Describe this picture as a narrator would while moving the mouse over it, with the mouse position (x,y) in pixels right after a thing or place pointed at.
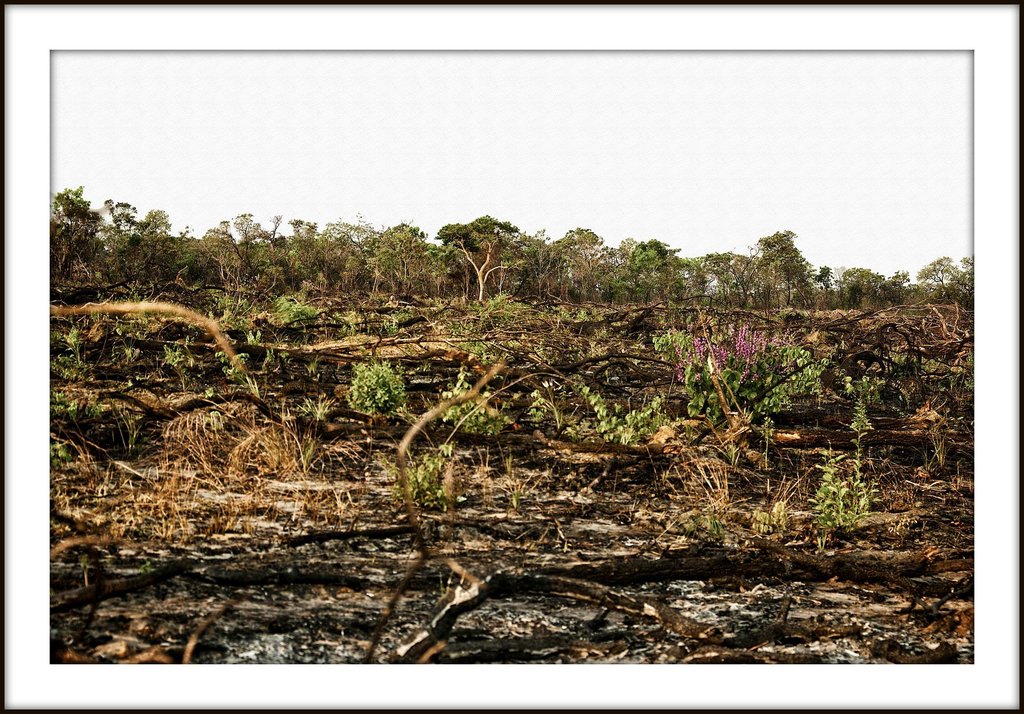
This is an outside view. At the bottom of the image (548,596) I can see the ground (255,601), there are some plants (462,387) and trees (275,284). On the top of the image (477,134) I can see the sky (250,108). This is an edited image.
